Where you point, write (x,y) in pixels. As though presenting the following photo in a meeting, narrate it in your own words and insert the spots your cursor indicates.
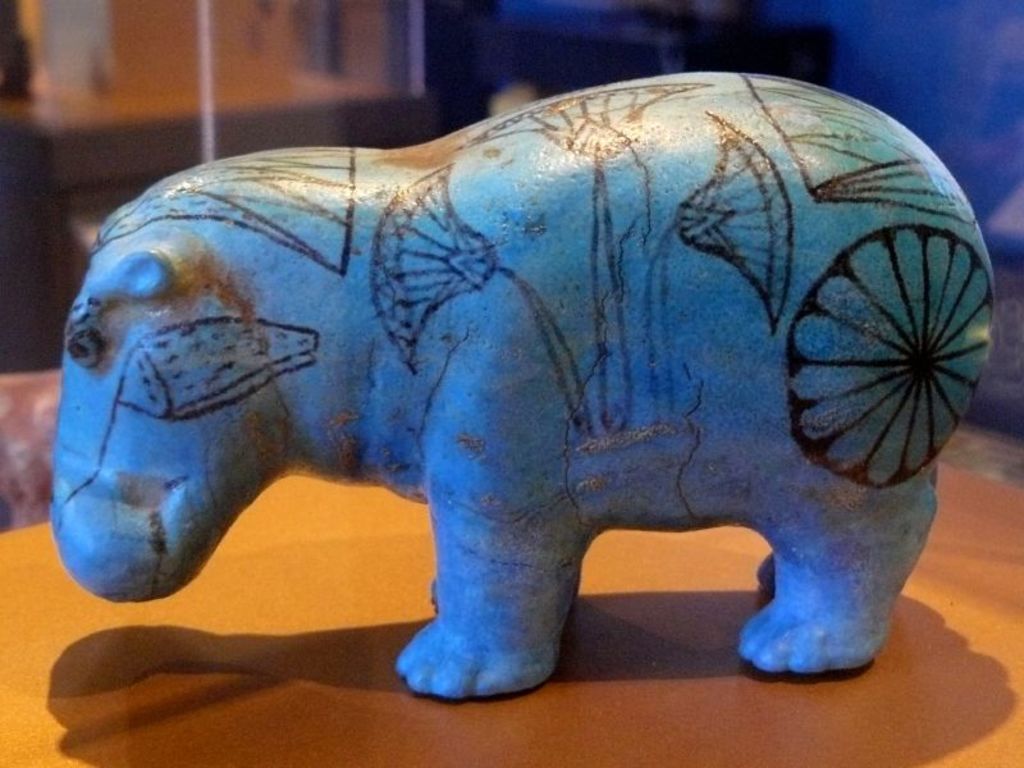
In this image I can see an object (547,322) which is in the shape of a animal which is blue and black in color is on the cream and brown colored surface (722,634) and I can see the blurry background (1013,272).
